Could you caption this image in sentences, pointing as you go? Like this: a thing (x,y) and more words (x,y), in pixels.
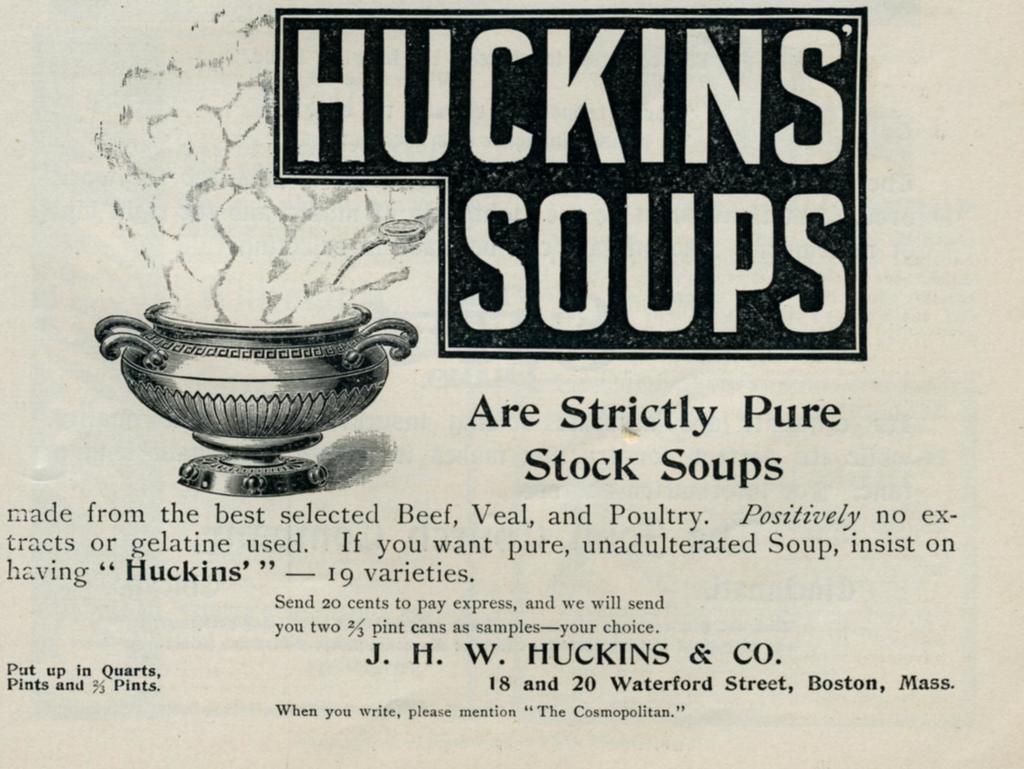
This looks like a black and white poster (918,439). I can see a picture (226,345) of a pot (263,354). These are the letters (485,660) on the poster (907,445).
